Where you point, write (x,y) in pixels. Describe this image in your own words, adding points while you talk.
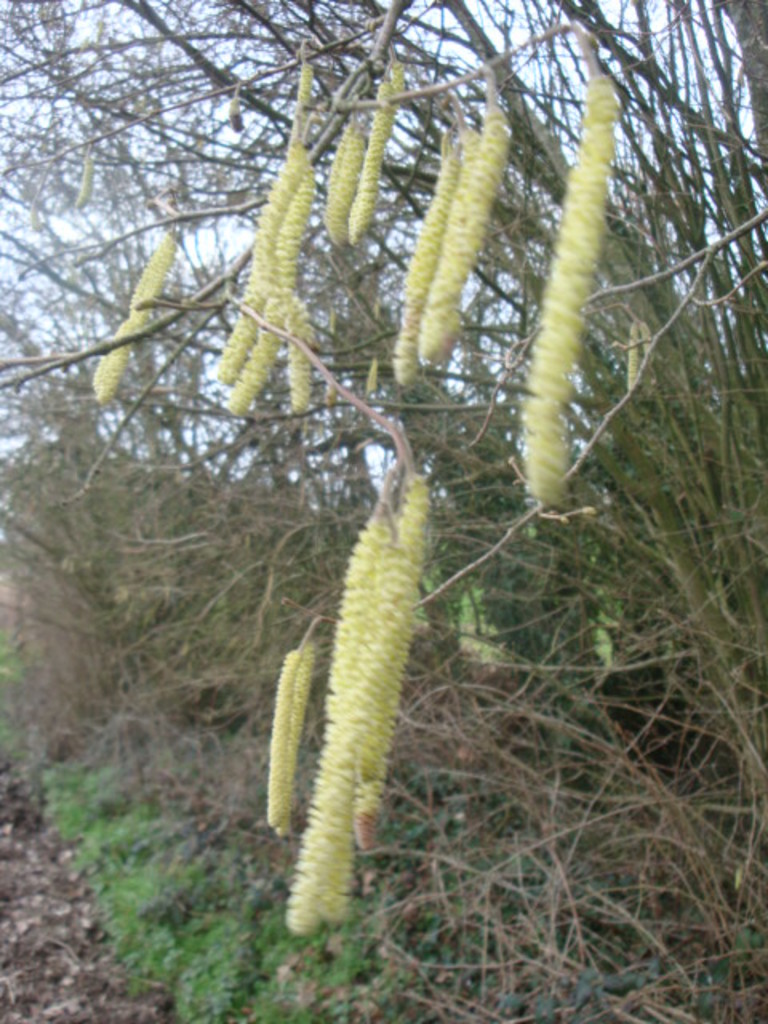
In the middle of this image (342,675), there are yellow colored flowers (277,185) of the trees (480,237). On the left side (114,813), there are plants (111,881) on the ground (83,923). In the background (206,56), there are trees (169,409) and there are clouds (169,27) in the sky (182,33).
